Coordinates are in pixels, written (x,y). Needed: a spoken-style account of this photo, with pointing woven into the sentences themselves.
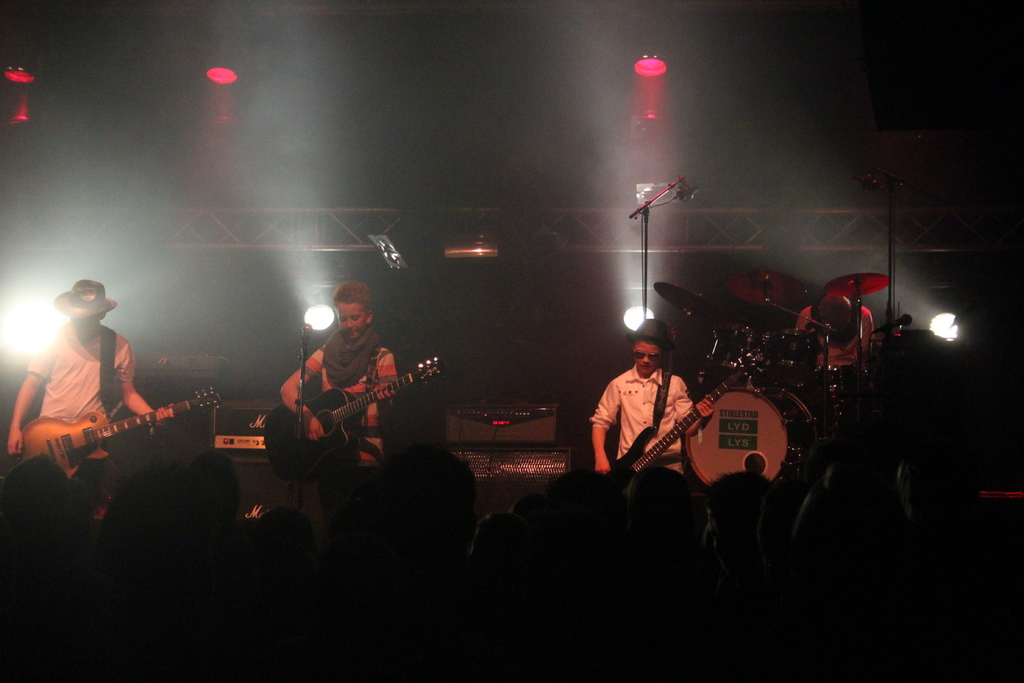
In this image i can see three persons (31,380) holding the guitar (147,414) and playing, in front of the person (356,350) there is a micro phone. At the background (314,328) i can see a light (327,324).
